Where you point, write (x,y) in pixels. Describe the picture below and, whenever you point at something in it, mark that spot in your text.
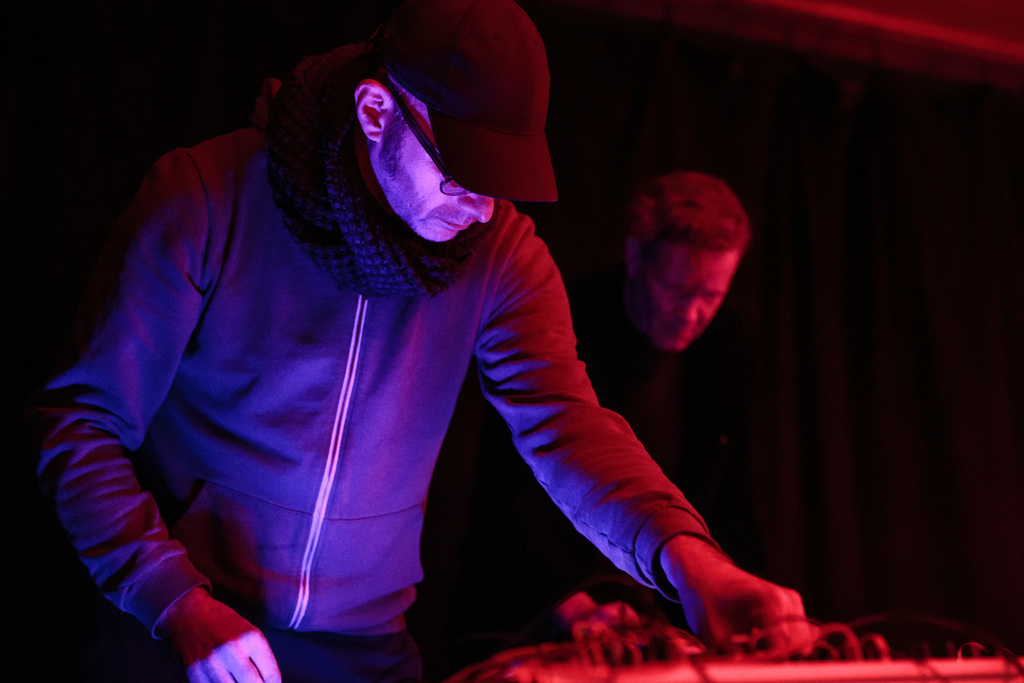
In this picture I can observe two persons (395,371). One of them is standing in front of an electronic device (654,644). The background is dark.
